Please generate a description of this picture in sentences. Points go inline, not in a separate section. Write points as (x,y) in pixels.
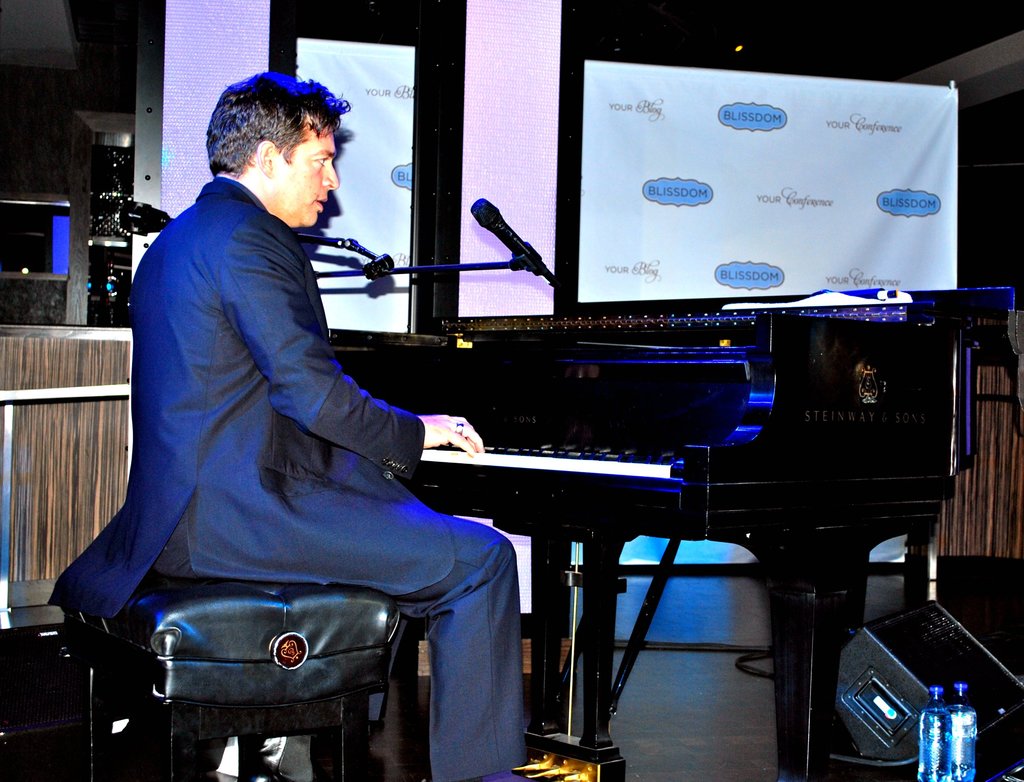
In left (246,471) a man (223,227) is sitting on the stool (358,635) he wears a coat (241,301) and playing the piano (584,476) there is a microphone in the middle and also a banners (793,255) on the walls (505,288).
